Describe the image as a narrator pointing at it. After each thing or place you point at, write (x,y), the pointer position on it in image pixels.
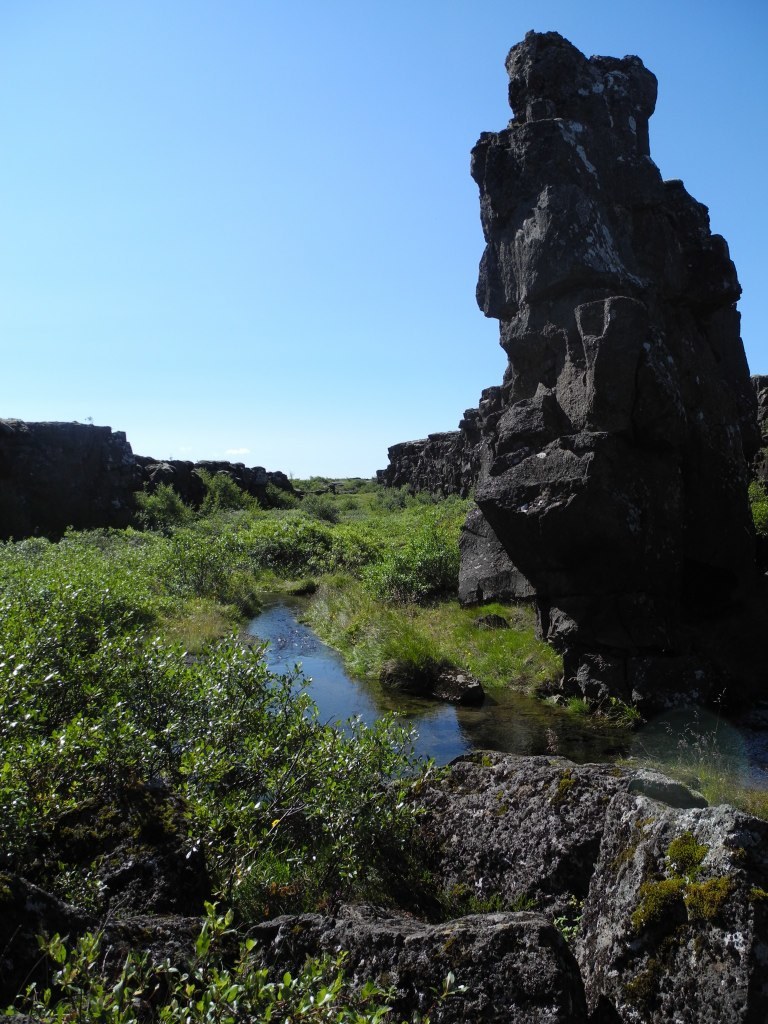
In this image we can see there is some water (448,721) at the center (275,664). At front (508,970) there are rocks (562,883) and there is a grass (365,502) on the surface (362,559). At the background (225,262) there is sky (228,309).
